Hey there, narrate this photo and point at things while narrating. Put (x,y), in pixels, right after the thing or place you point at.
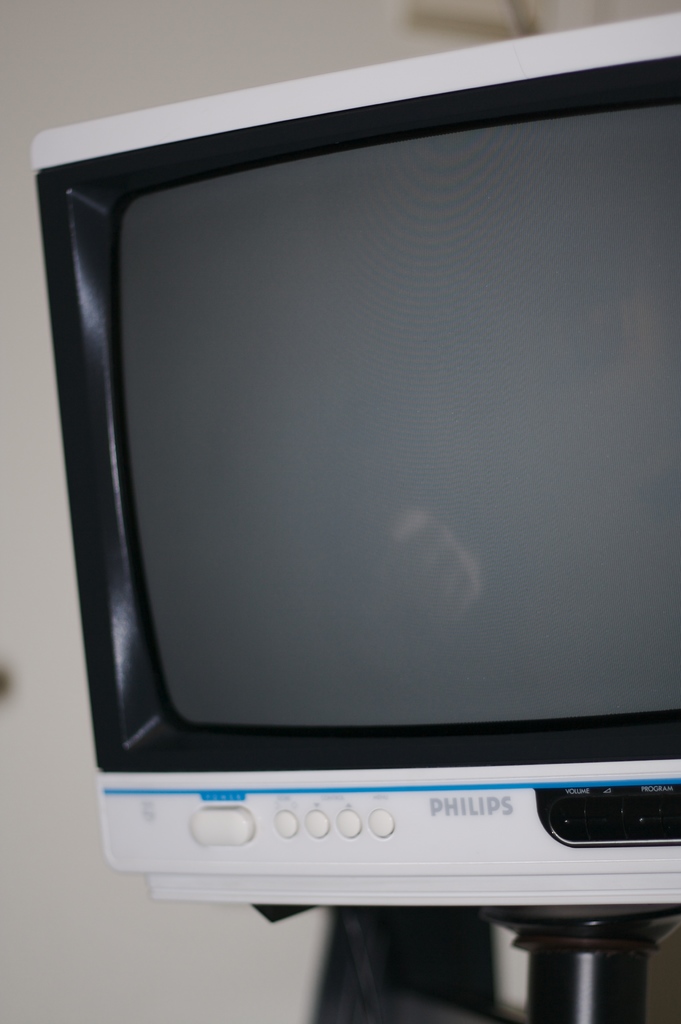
In this picture we can observe a television (213,561) which is in white color. In the background (97,837) we can observe a white color wall (297,43).
